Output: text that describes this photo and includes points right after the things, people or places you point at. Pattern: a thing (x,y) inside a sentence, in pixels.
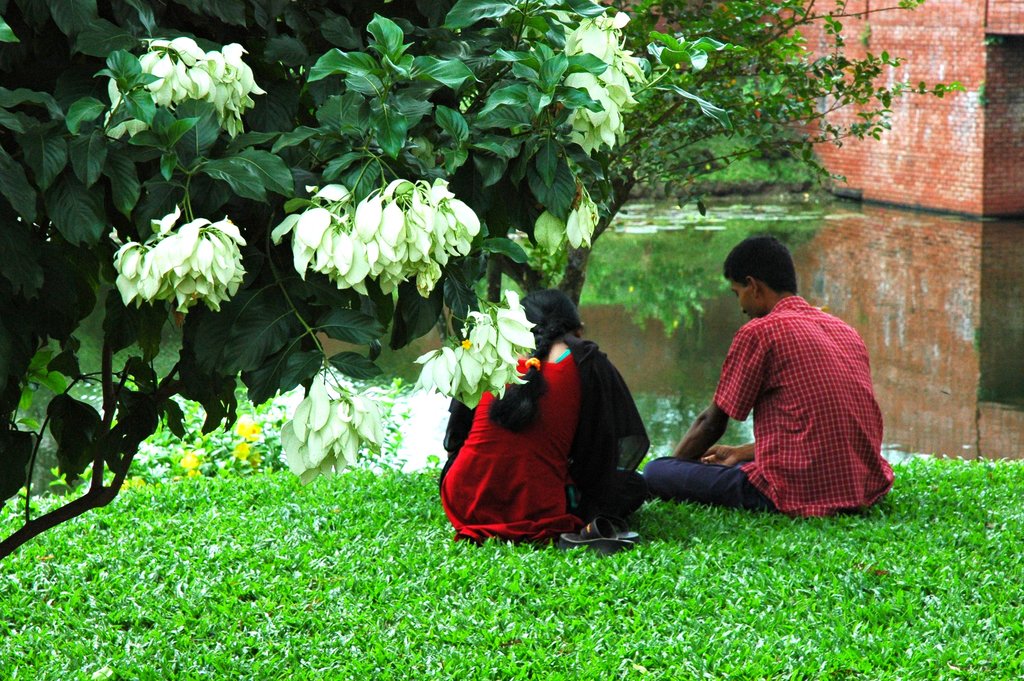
In this image I can see two persons (739,472) sitting. In front (541,476) the person (585,466) is wearing red and black color dress (575,474). In the background (618,153) I can see few trees (549,164) in green color, water (831,201) and the wall (916,128) is in brown color.
